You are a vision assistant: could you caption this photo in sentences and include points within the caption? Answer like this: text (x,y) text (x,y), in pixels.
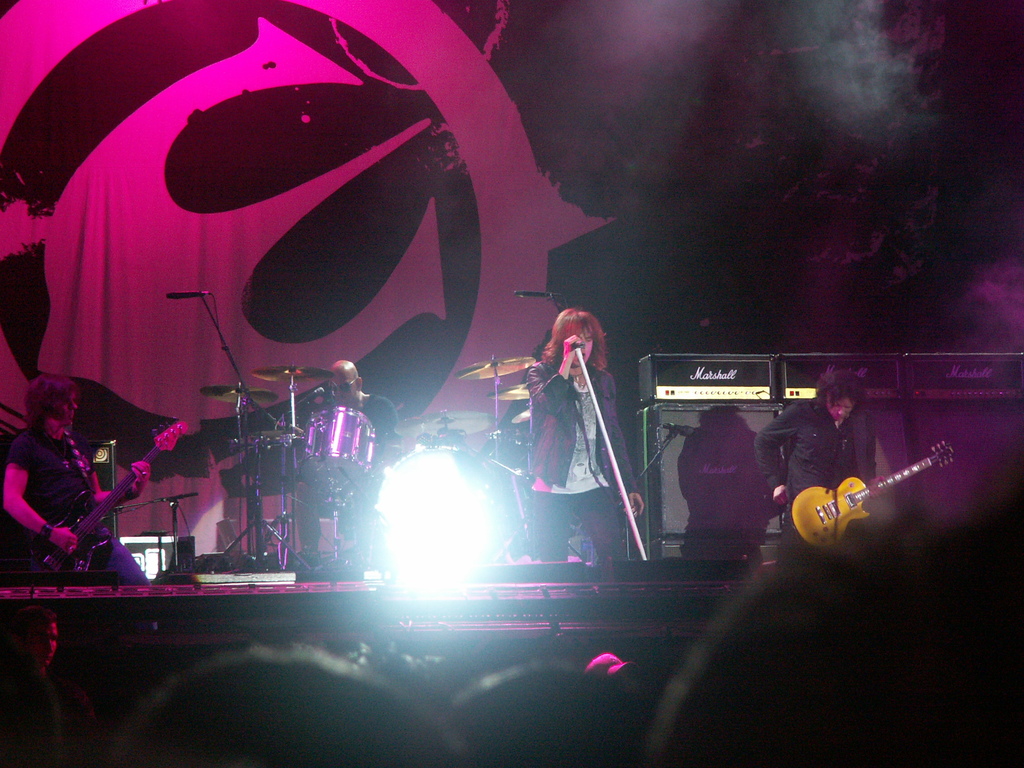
In this image I see 4 persons (547,377), in which 2 of them are with guitars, one of them is with mic (632,528) and another one is with the drums (421,458).
